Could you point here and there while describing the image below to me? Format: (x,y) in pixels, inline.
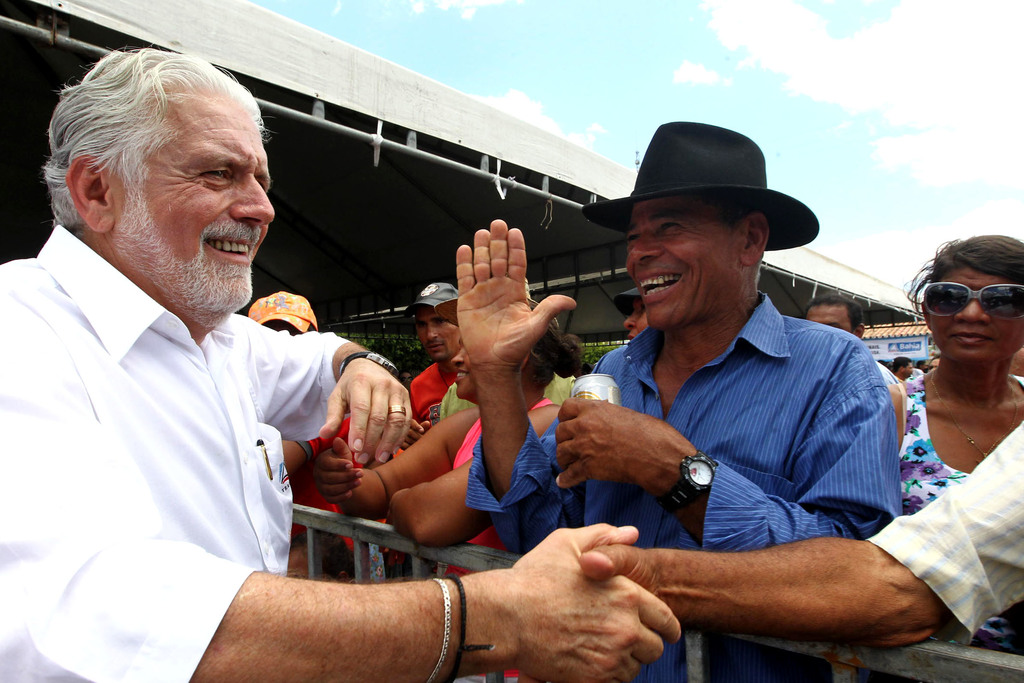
In this image I can see group of people (194,193) standing, the person (519,246) in front (651,265) wearing blue shirt (696,424), black hat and holding some object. Background (347,80) I can see gray color tent (341,98). I can also see sky (466,89) in white and blue color.
